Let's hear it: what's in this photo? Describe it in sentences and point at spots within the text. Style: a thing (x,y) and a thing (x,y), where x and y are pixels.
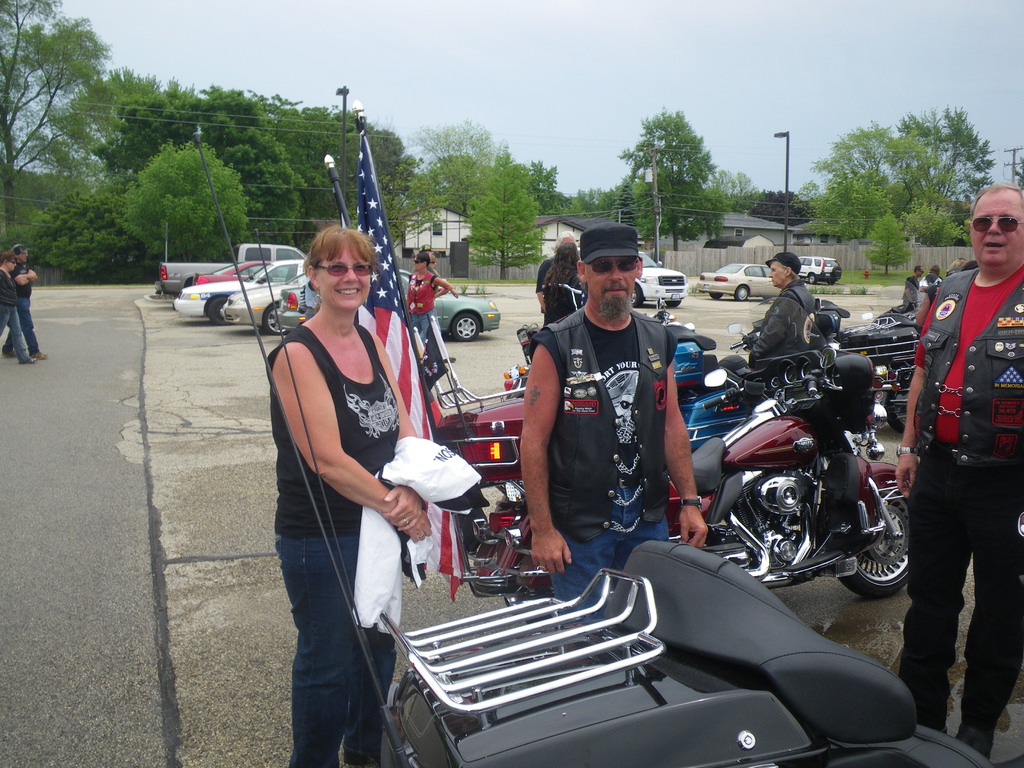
In this picture we can see some vehicles (872,432) are parked beside the road (745,304), few people (630,417) are standing beside the road (269,350) and some people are walking on the road (140,535), around we can see some houses (450,216) and trees (204,227).
